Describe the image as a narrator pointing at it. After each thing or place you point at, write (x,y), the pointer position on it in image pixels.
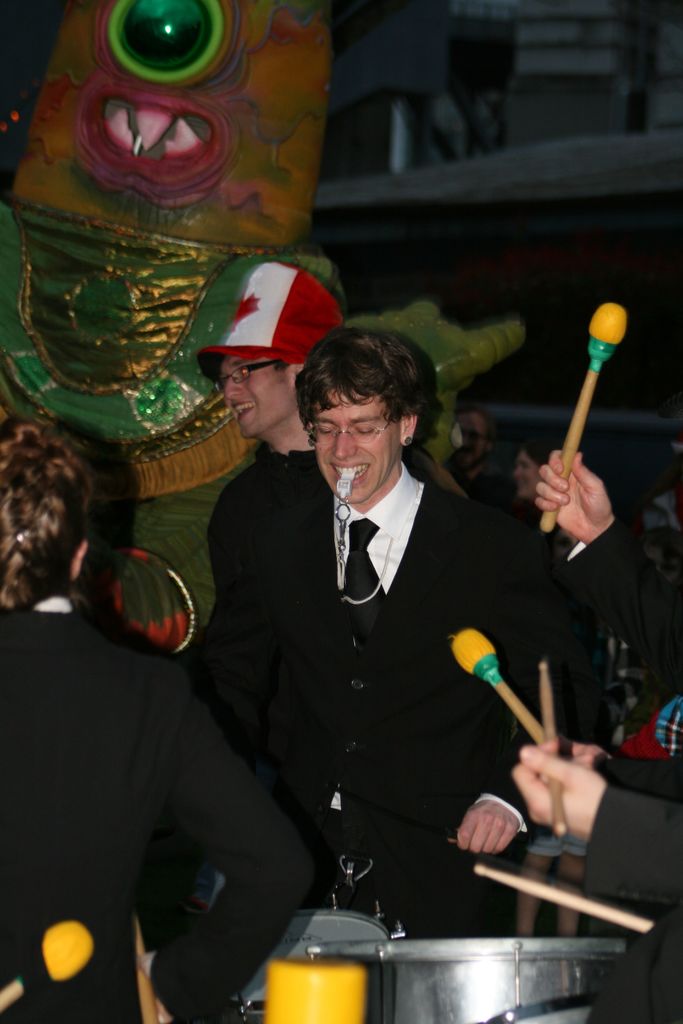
In this image we can see a few people (253,573), among them some are holding the drumsticks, in front of them there are some drums (374,930), in the background (386,156) we can see a sculpture (305,199) and building (455,157).
